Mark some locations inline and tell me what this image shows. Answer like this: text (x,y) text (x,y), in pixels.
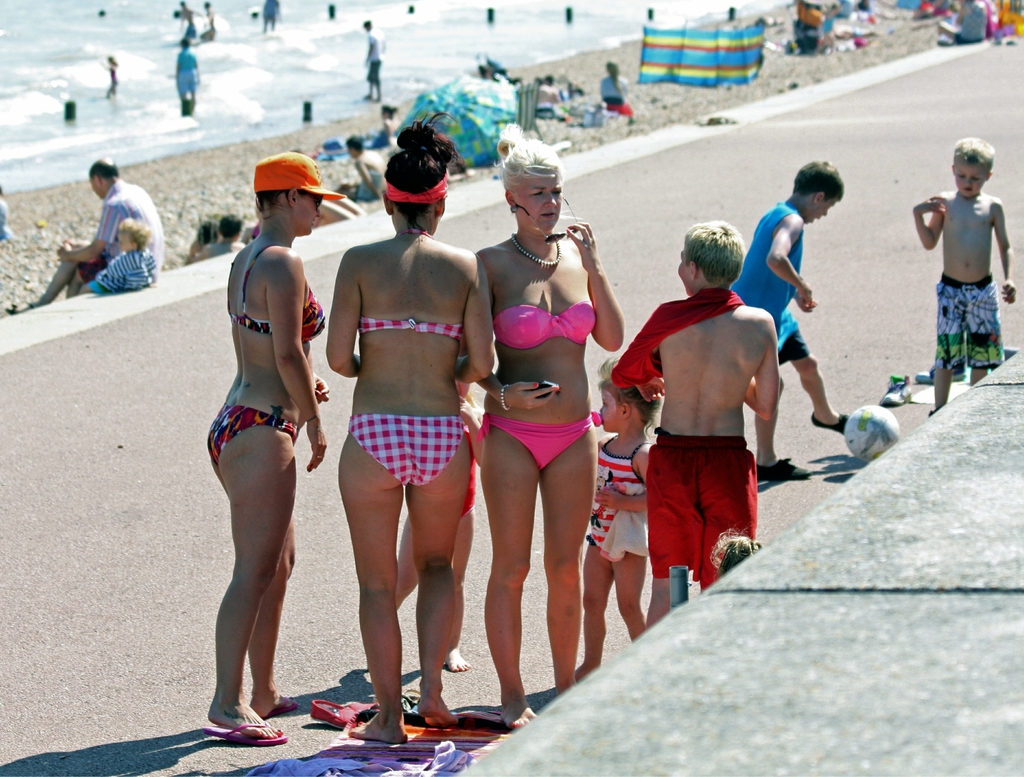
In this image, I can see groups of people (378,317) standing and few people (220,230) sitting. At the top of the image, I can see few people (203,6) in the sea (320,66). There is an umbrella (444,125) and the clothes (679,54) hanging. At the bottom right side of the image (728,642), I can see the wall (899,600) and a ball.
